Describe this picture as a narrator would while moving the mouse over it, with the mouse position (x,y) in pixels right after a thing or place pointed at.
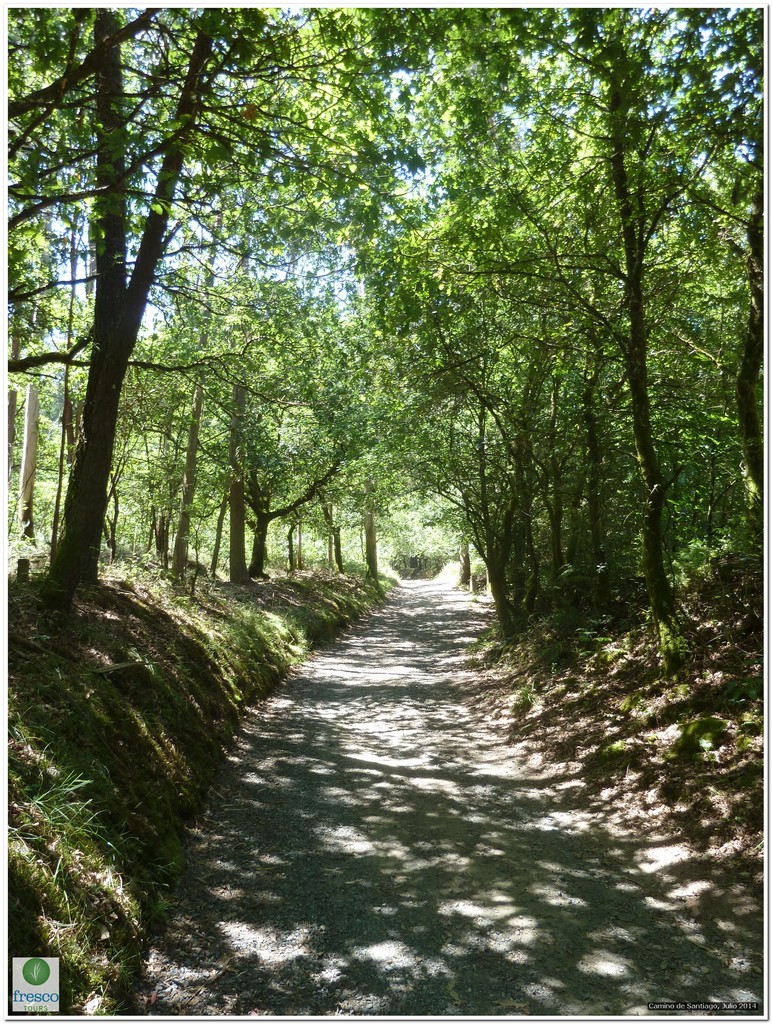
In this picture we can see path (304,950), grass (295,656) and trees (366,468). In the background of the image (308,255) we can see the sky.
